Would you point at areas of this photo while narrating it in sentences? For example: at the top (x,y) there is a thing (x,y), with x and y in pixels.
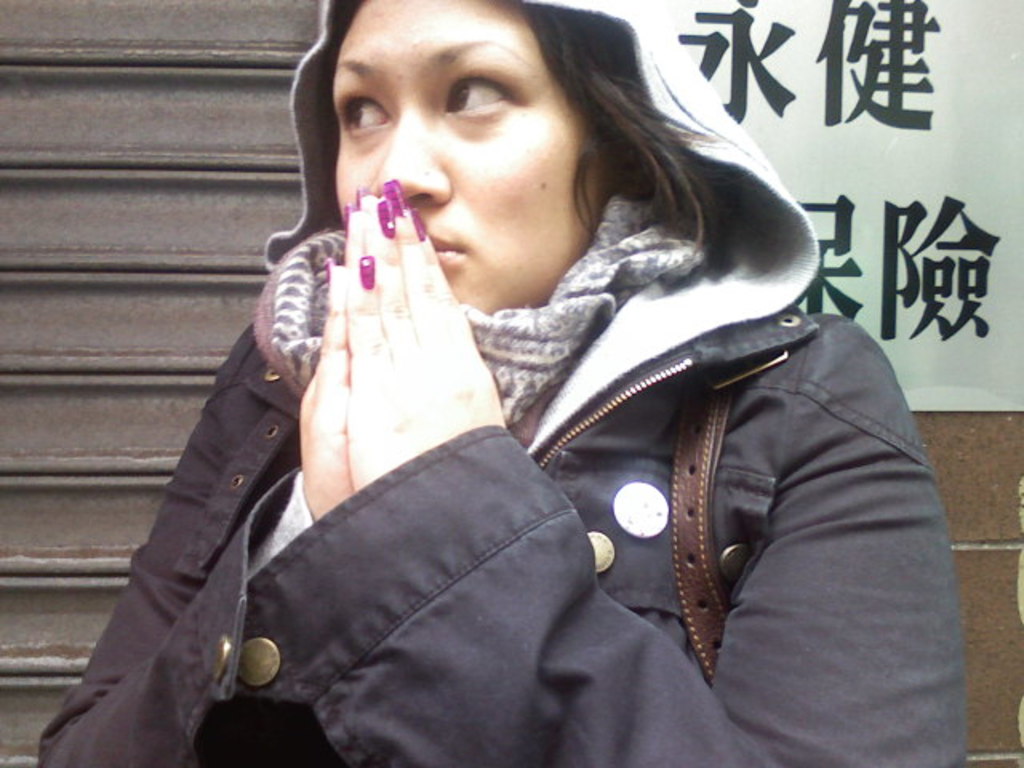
In this image I can see a woman (464,433). In the background (825,175), I can see some text (919,261) written on the wall (803,26).
